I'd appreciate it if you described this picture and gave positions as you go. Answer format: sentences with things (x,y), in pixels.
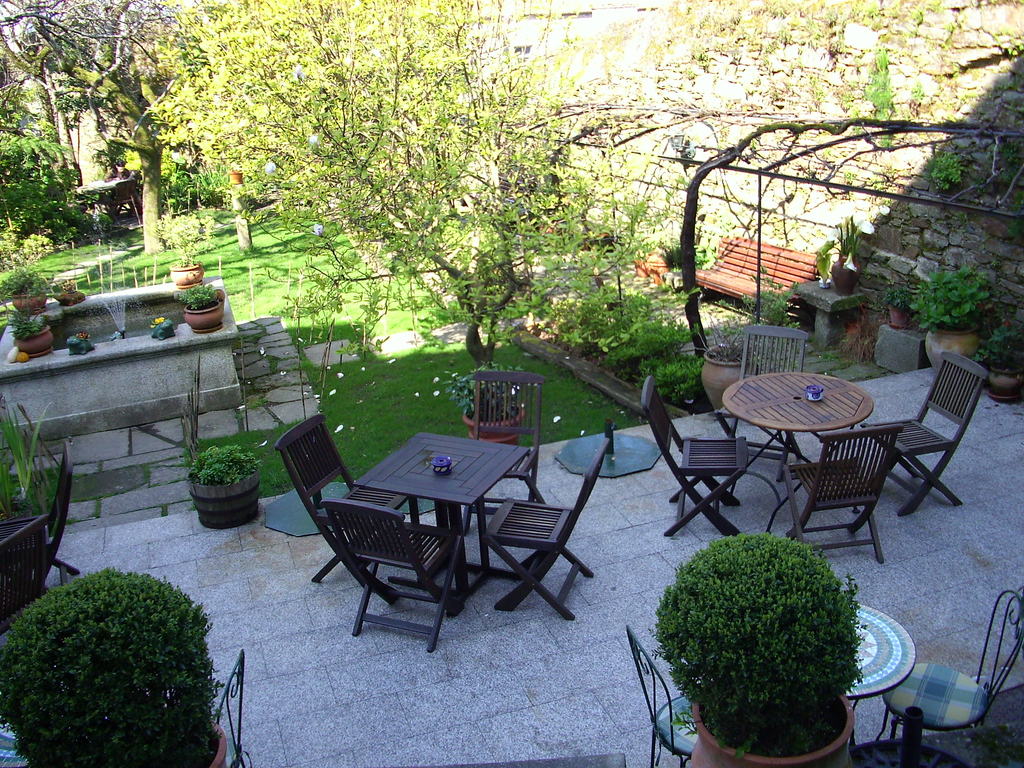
This image is clicked outside. There are trees (483,154) on the top (493,243). There is a table (438,502) in the middle of the image (463,477). There are two tables (473,477) 8 chairs (798,368) around tables (771,443). There are flower pots (194,302) on the left side (77,284) and right side (944,293) too. There are bushes (780,631) in the bottom (176,674). There is grass (231,271) in the middle of the image (361,391). There is a bench (795,268) on the right side (746,264).
